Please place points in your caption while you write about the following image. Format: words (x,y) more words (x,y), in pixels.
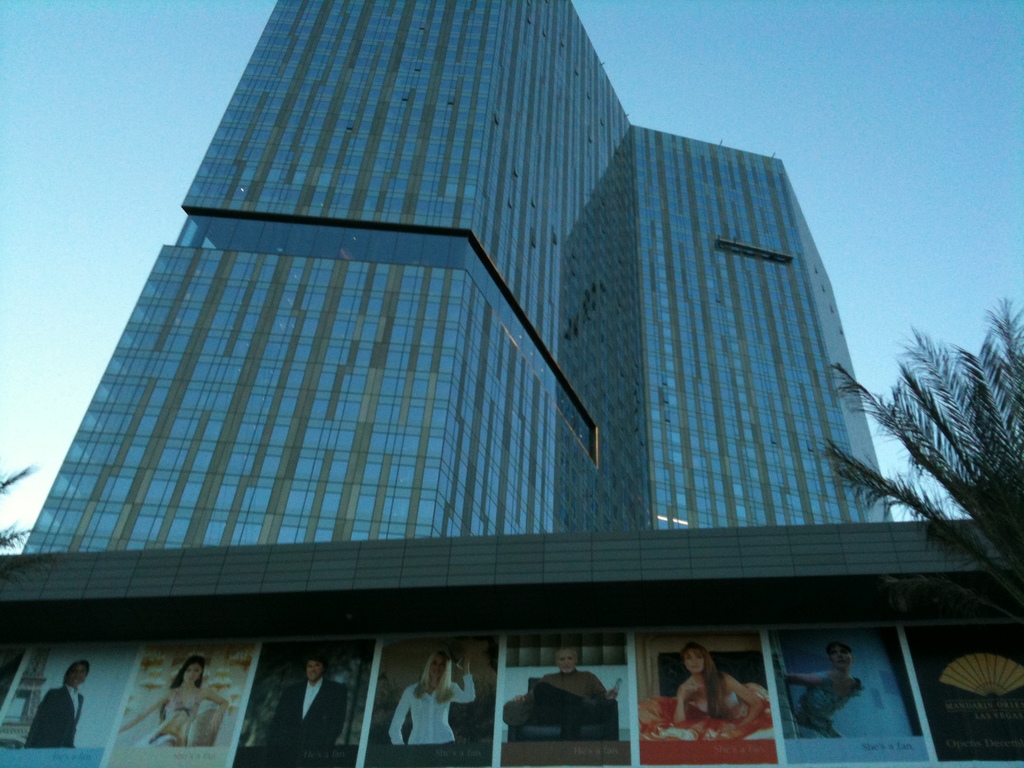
In the foreground (169,692) we can see some banners (901,684) with photos (533,707) and text (863,746). In the background (694,370), we can see a building (785,533), group of plants (995,479) and the sky (848,95).
